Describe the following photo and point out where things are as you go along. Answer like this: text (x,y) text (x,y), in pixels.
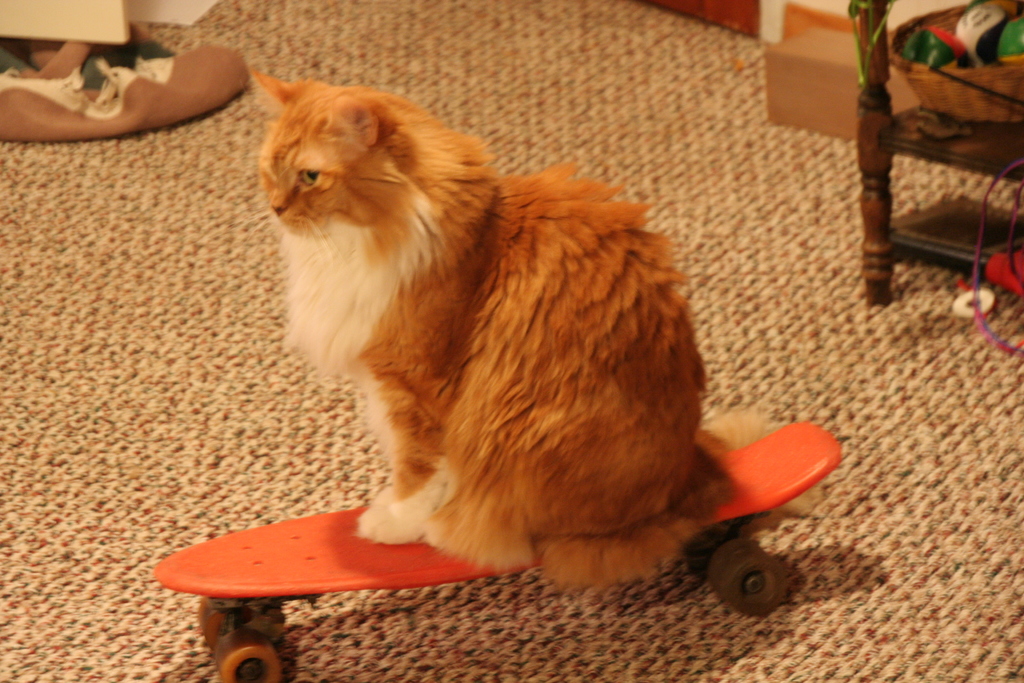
In this image in front (632,368) there is a cat (522,424) on the skateboard (748,471). On the right side of the image (876,199) there is a wooden rack (944,235). On top of it there are few objects (954,104). On the left side of the image (195,88) there are few objects (179,59). At the bottom of the image (50,457) there is a mat (511,97).
